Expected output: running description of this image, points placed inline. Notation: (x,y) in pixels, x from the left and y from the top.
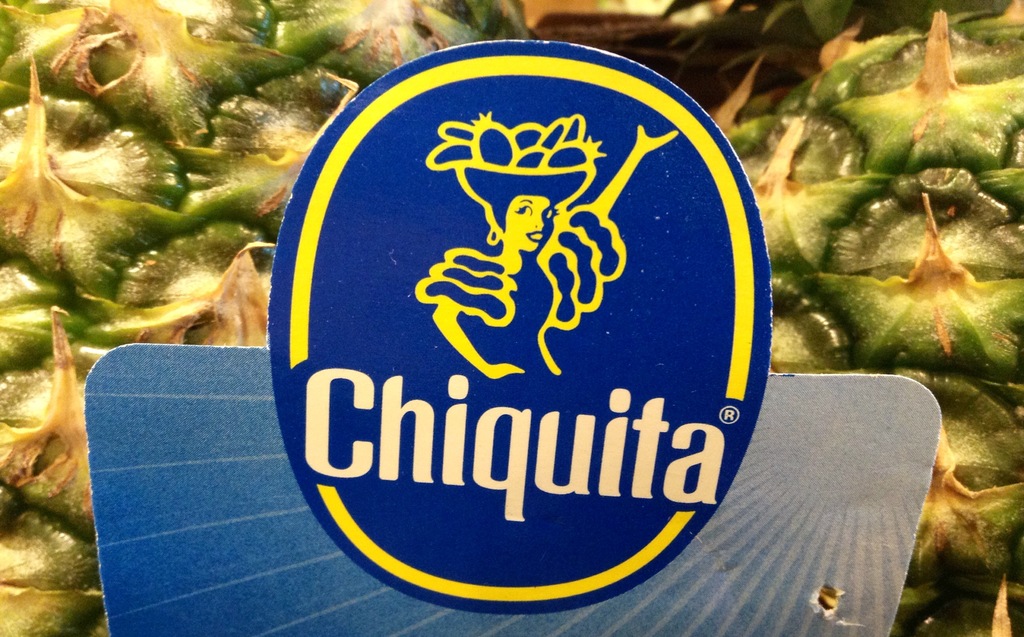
In the image there is a logo (469,383) of some food item (44,288), it is in blue color.
